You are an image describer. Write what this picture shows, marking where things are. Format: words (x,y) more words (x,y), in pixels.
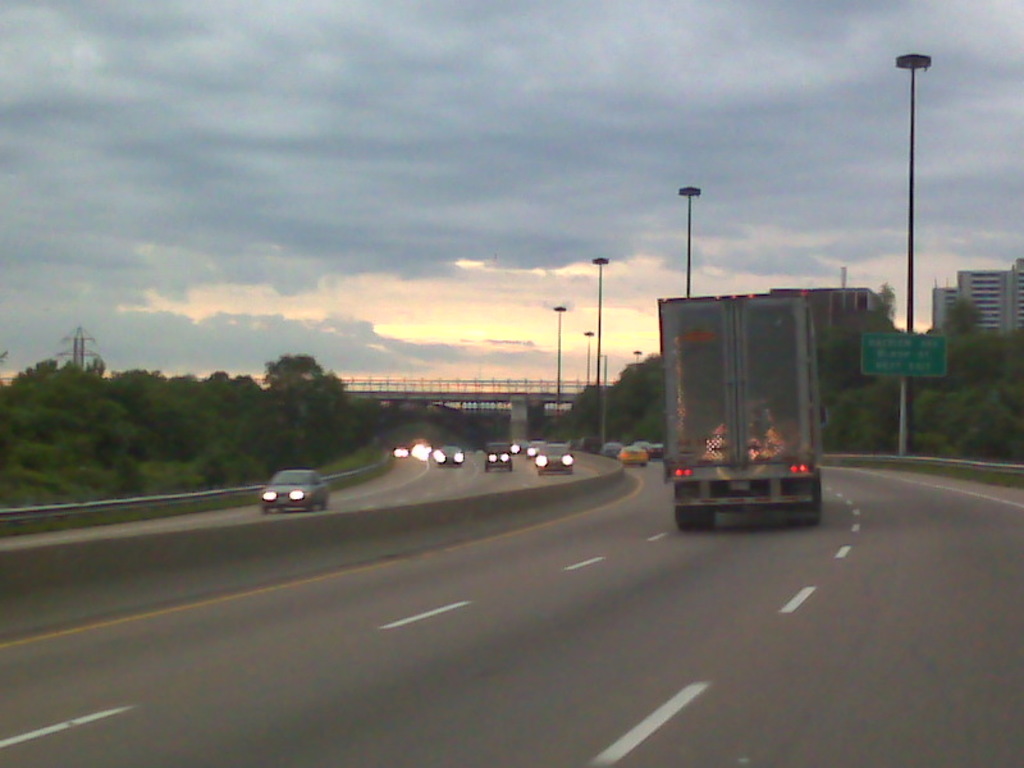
This picture is clicked outside. In the center (672,339) we can see the vehicles (677,324) running on the road (667,513) and we can see the lampposts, buildings (1010,300), text (893,339) on the board (873,352), trees (16,426) and many other objects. In the background (298,146) we can see the sky (471,180) which is full of clouds (164,288) and we can see the bridge (492,393) and some other items (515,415).
